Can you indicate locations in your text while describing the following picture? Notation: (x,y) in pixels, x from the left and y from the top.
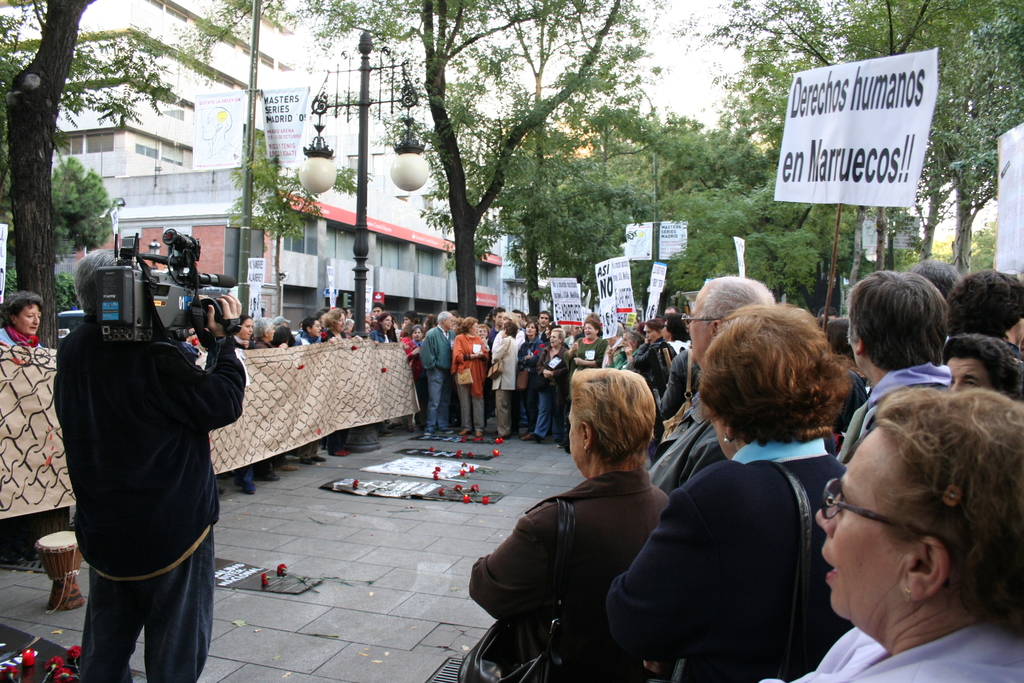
In the image there are many people (643,336) standing and holding posters (851,189) in their hands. On the left side of the image (136,453) there is a man (98,542) holding the video camera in the hand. There are few people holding cloth (19,438) in their hands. In the background (362,287) there are poles (367,141) with lamps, trees (429,132) and buildings (384,257) with walls (217,194) and roofs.
